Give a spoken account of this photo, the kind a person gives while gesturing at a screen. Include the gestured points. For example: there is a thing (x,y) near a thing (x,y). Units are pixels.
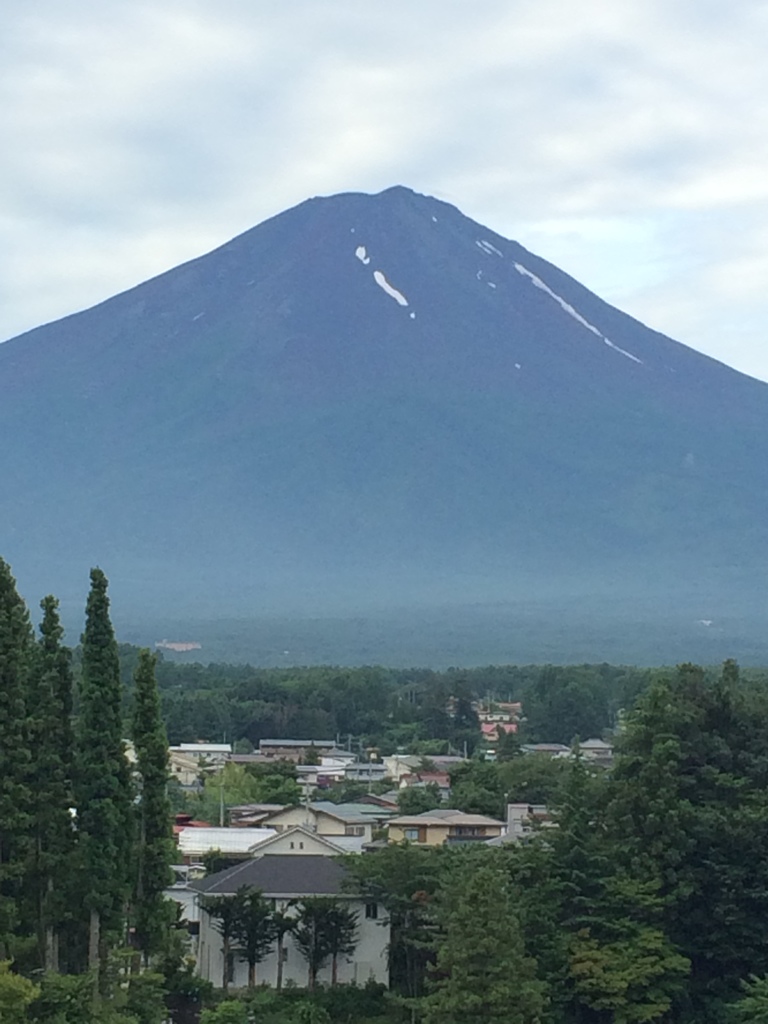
This is a picture taken in a town (180,830). In the foreground of the picture (344,778) there are trees (166,758) and buildings (334,782). In the center of the background (505,562) there is a mountain (394,318). Sky (34,266) is cloudy.
